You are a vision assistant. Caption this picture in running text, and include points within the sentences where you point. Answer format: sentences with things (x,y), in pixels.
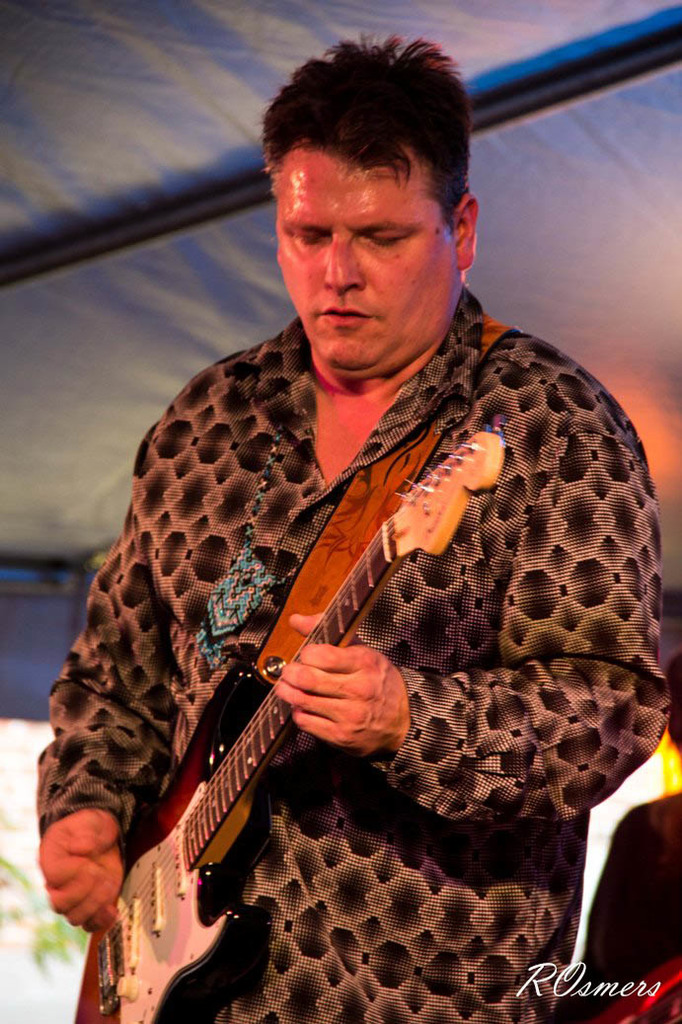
In this picture there is a man (426,97) standing and playing the guitar (171,838) with his right and he's holding a guitar (203,848) with his left and is looking at the guitar (216,746) and the background (555,168) there is a tent (632,215).
